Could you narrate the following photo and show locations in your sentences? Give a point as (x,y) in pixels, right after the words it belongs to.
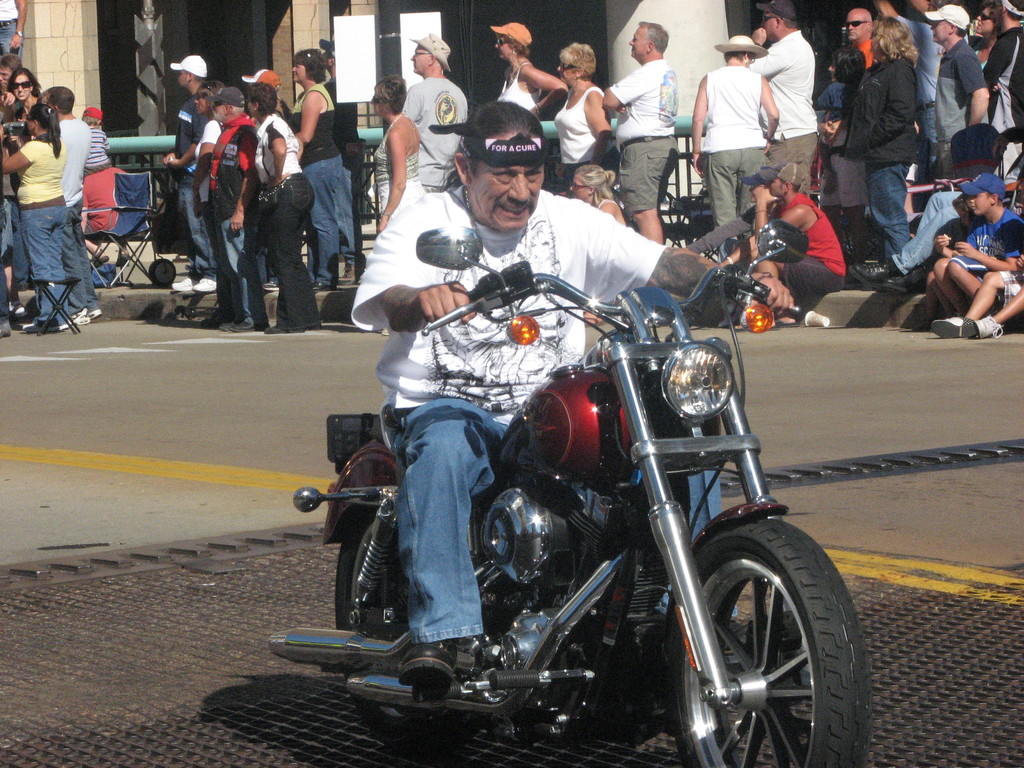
The person (523,360) wearing white shirt (498,328) is riding a bike (577,418) and there are group of people (581,111) standing behind him.
